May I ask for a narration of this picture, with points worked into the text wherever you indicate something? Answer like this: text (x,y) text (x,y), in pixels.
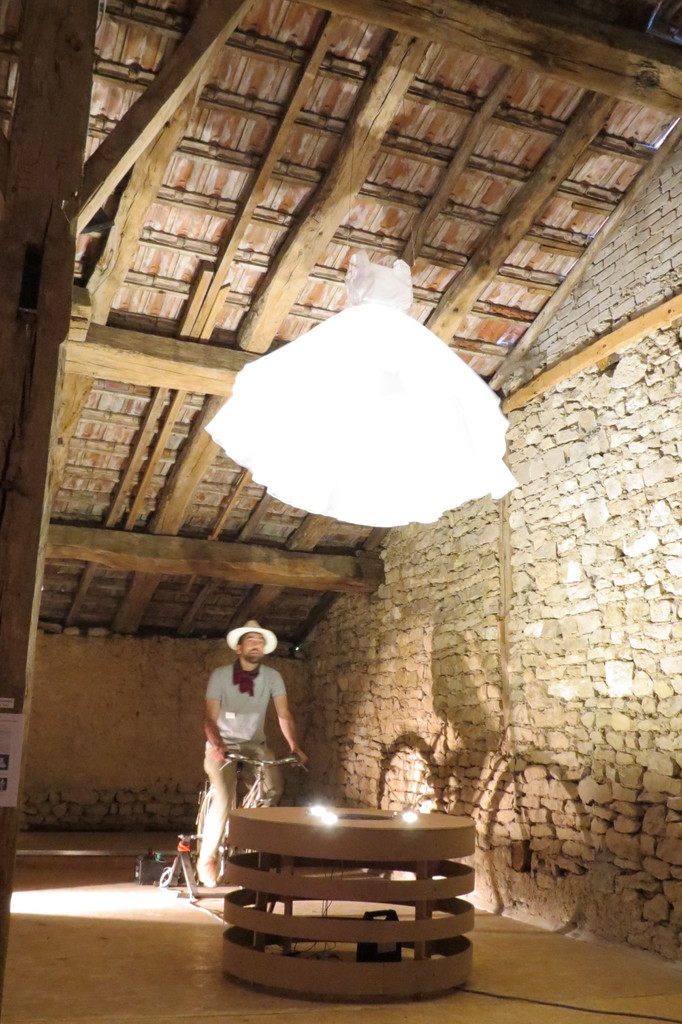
In this image I can see a man (220,732) is sitting on a cycle (272,764). Here I can see lights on a wooden object (363,853). Here I can see a wall (575,565) and white color object (340,396) is hanging to a ceiling (326,284). The man (266,694) is wearing a hat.
